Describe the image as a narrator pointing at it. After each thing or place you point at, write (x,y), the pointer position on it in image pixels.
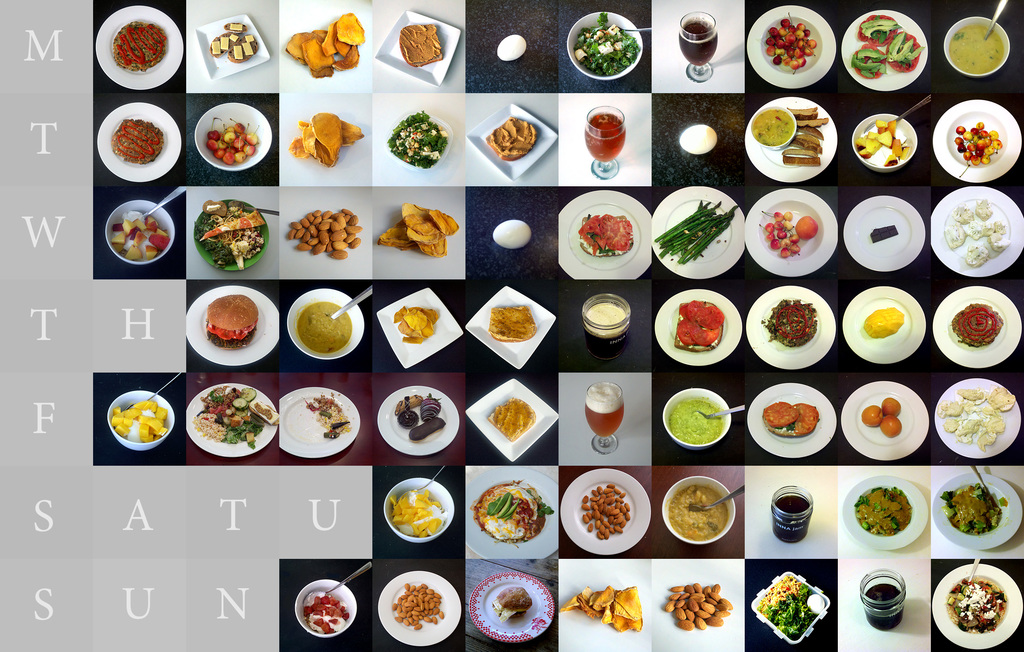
In this image there are many food items (709,405) in a plate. On the left side of the image (40,605) there is text (235,517).
